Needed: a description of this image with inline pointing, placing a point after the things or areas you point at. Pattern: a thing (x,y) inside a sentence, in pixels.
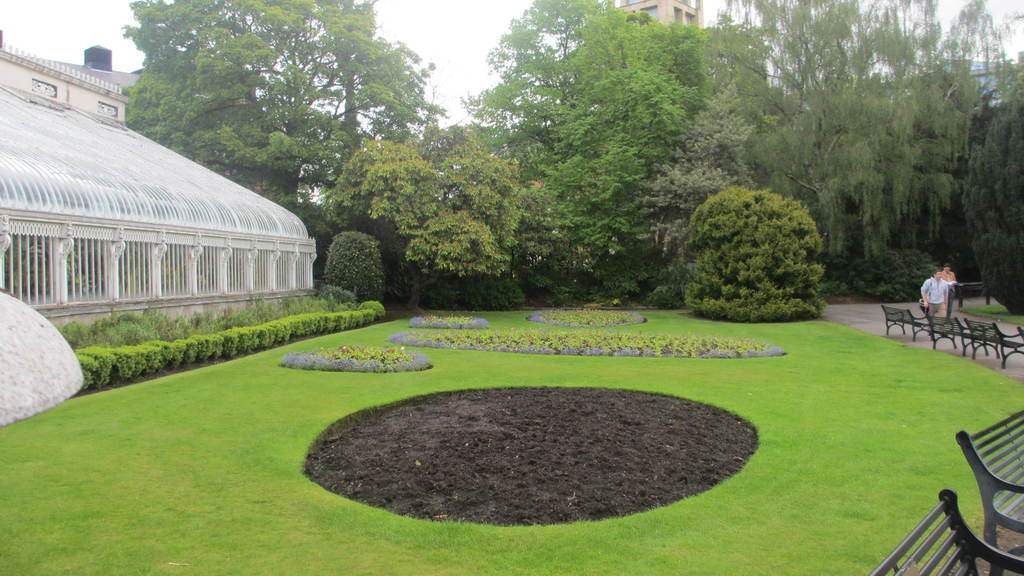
In this image I can see an open grass ground (388,541) and on it I can see number of plants (282,333), flowers (318,364) and black soil (646,402). On the right side of this image (983,342) I can see number of benches (1022,474), a path (864,309) and on it I can see two persons (943,301). On the left side (182,288) I can see a building (172,178) and in the background (762,219) I can see number of trees (636,91) and few more buildings (671,16).
